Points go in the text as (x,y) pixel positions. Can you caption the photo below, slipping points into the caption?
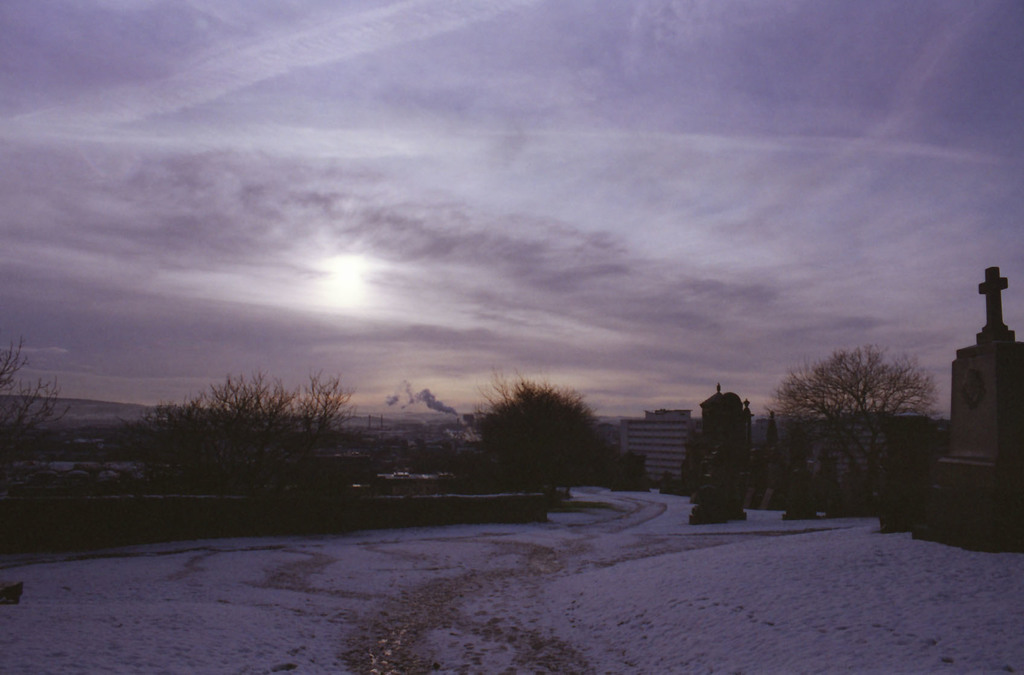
In the center of the image (425,396) we can see the smoke (448,409). On the right side of the image (1002,401) we can see a statue (1002,401). In the background of the image (438,475) we can see the hills (140,419), trees (866,422), buildings (447,438). At the bottom of the image (403,572) we can see the snow (561,608). At the top of the image (458,208) we can see the clouds (577,215) in the sky (544,187).
